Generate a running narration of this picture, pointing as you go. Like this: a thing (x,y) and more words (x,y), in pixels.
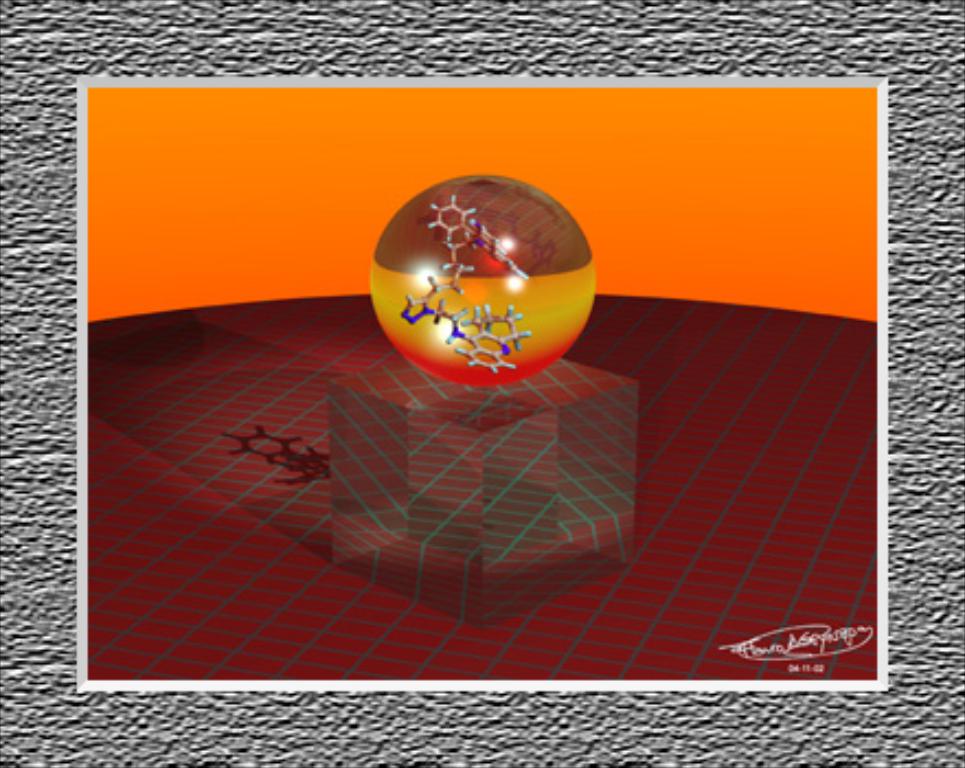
In this image I can see a cube (470,454) and I can see a circle (448,297) on the cube (429,436). It is in maroon, red, yellow and brown color. Background (742,155) is in orange color.
